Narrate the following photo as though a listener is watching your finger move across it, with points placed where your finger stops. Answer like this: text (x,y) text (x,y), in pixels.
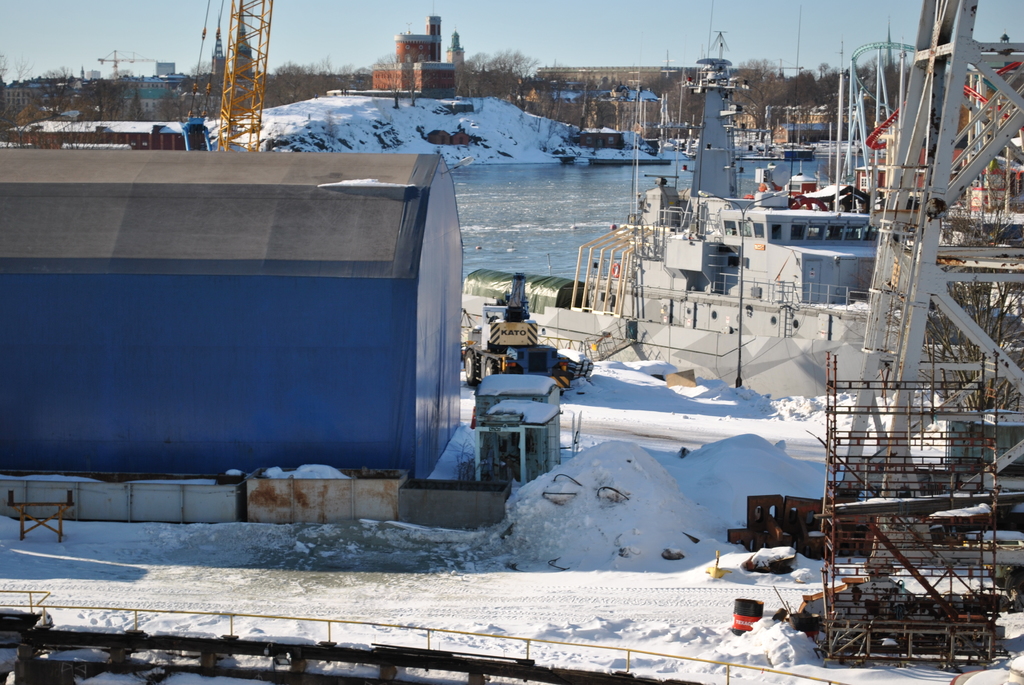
In this image we can see a tank (226,252) and crane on the left side (247,47), we can see tower (899,393), metal frames (984,489) and circular objects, beside that we can see few metal objects (671,278), at the bottom (594,575) we can see the white powder (582,572). And we can see the water (810,172), in the background (124,105) we can see buildings (389,75) and trees (297,93), at the top (618,41) we can see the sky (643,34).
